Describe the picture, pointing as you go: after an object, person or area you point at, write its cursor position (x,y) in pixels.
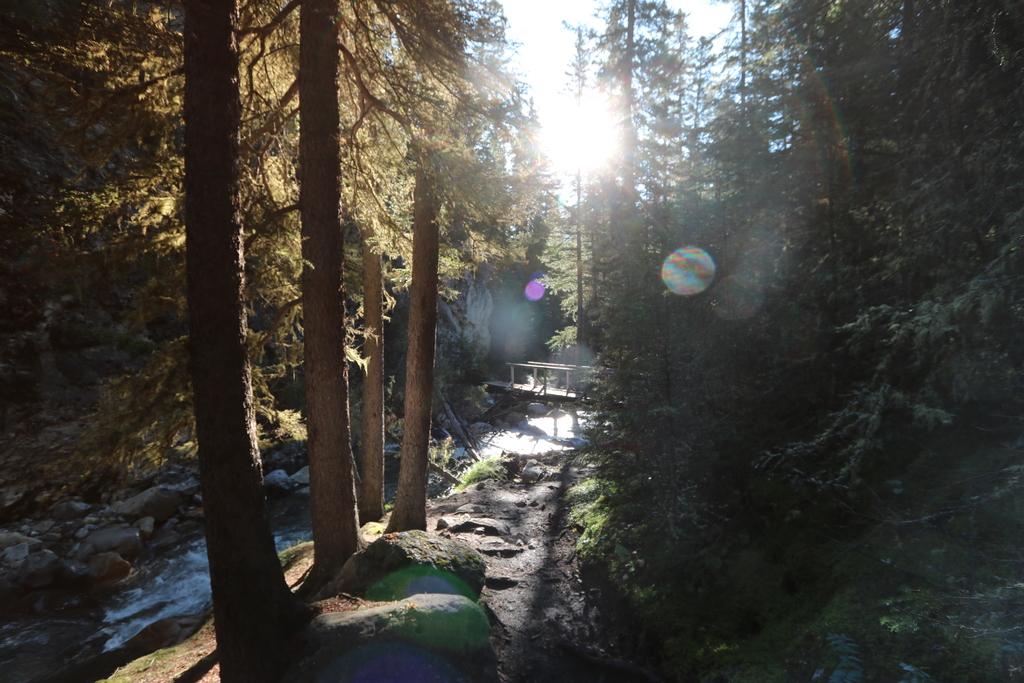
In this image there are trees (249,494) and rocks (435,578) on the ground (449,504). There is the water (137,611) flowing in the image. There is a wooden bridge (515,383) across the water (112,626). At the top (547,36) there is the sky (547,36).
